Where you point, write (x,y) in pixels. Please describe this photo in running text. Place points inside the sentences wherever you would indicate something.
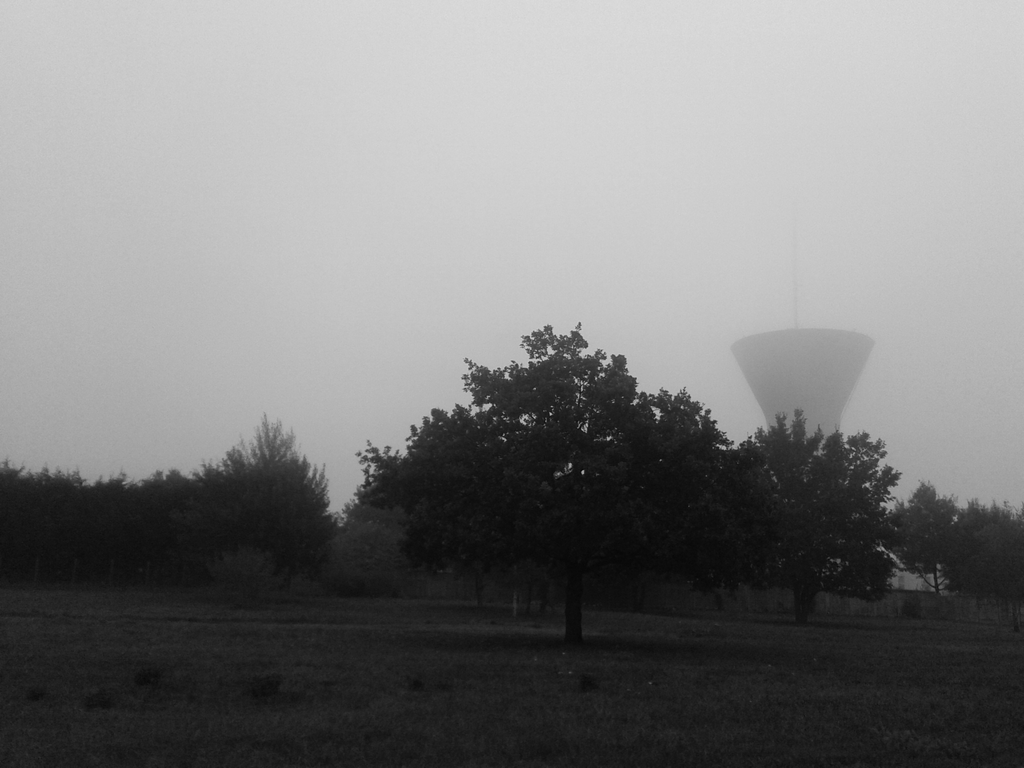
Here we can see black and white image. In the image we can see trees (800,494), tower (797,399) and the sky (482,277).
